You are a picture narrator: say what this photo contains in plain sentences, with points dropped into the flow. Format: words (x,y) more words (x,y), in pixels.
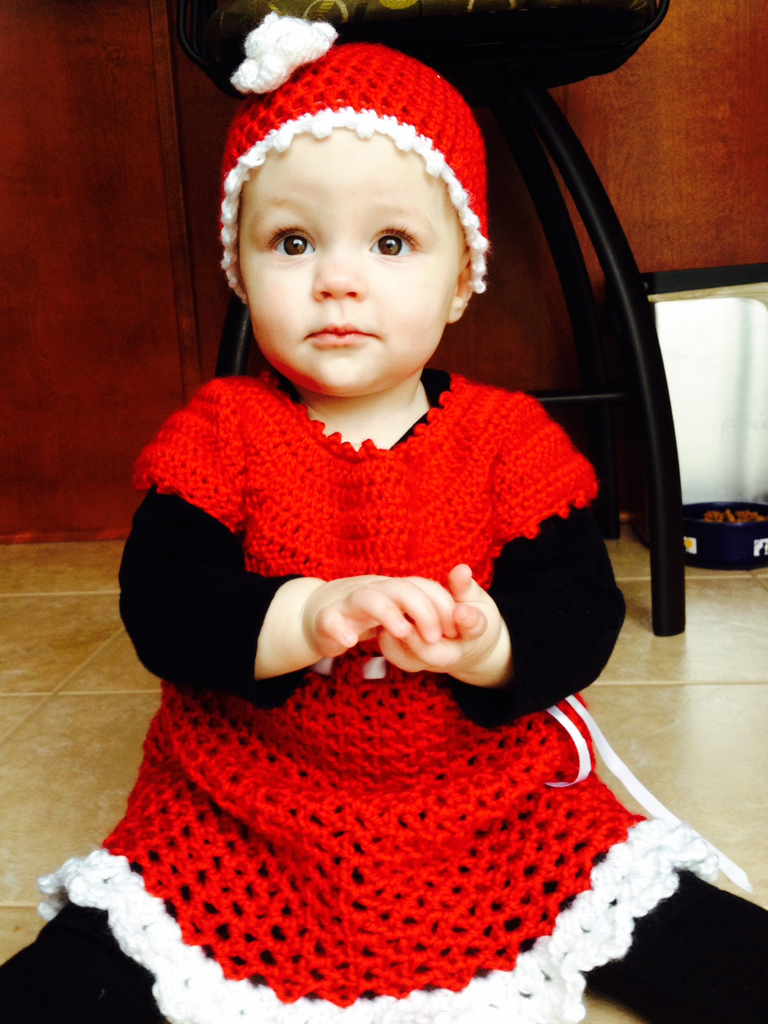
In this picture there is a girl (314,681) sitting on the floor (125,772). In the background of the image (465,56) we can see chair (521,30), objects (746,549) and wall (645,165).
